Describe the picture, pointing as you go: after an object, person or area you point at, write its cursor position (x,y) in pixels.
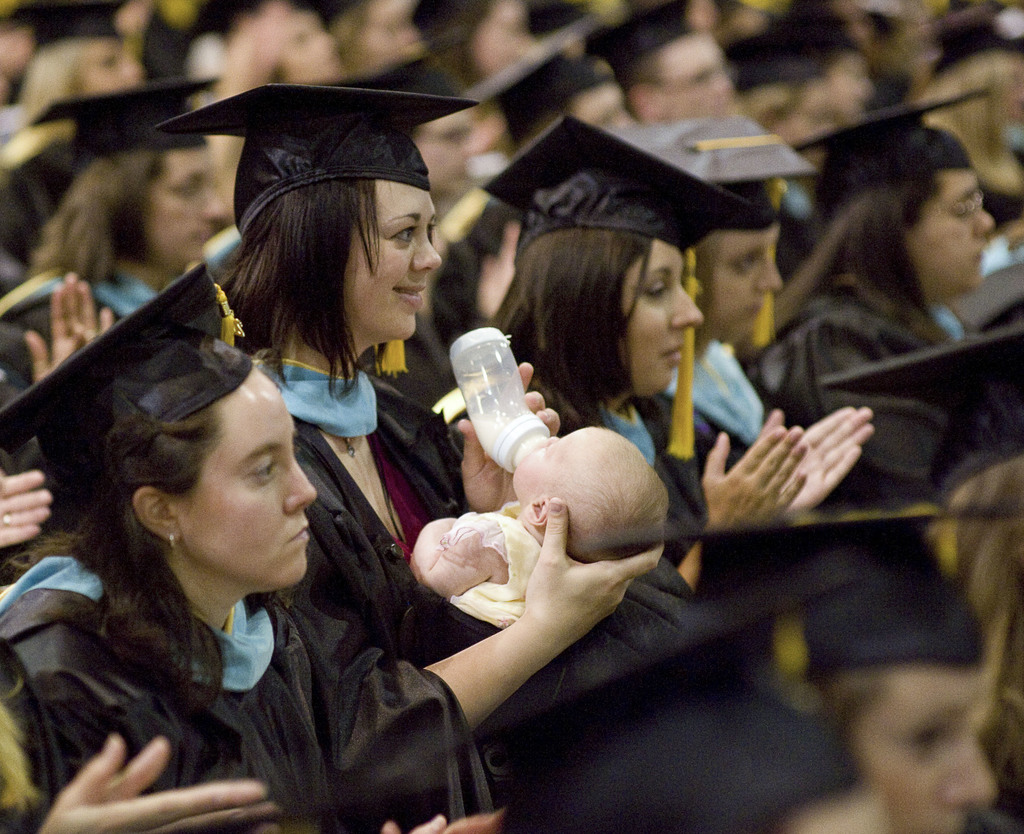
In this image we can see few people (420,341) sitting, some of them are wearing hats (564,193), and hand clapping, and a lady (484,623) is feeding a baby (543,477).
